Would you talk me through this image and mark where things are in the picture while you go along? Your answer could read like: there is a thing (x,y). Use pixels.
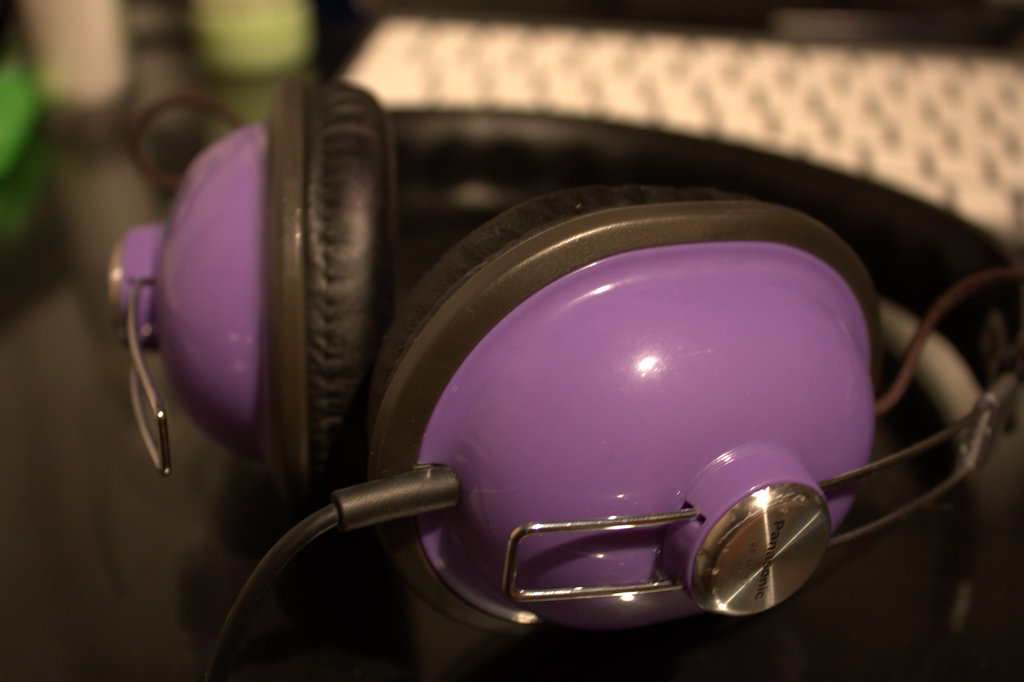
There is a purple and a black color headphones (417,340). In the background (418,78) it is blurred.
